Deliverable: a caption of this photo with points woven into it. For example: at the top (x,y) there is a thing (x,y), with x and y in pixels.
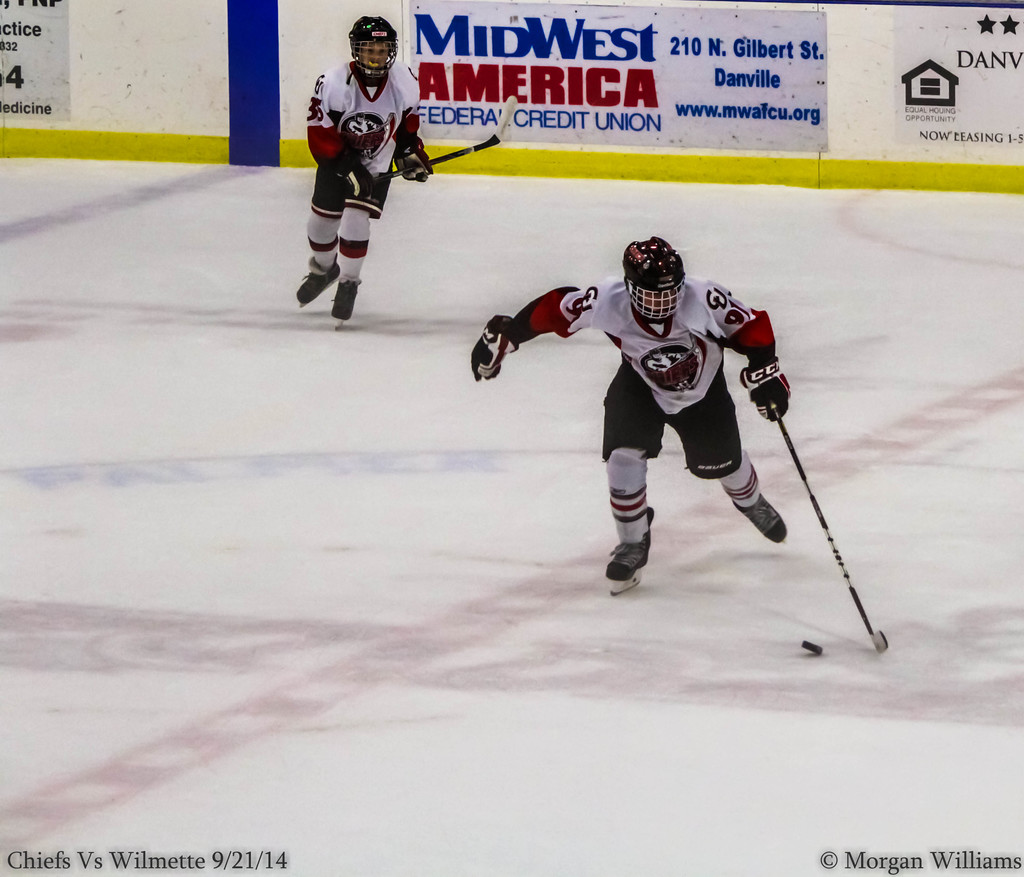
In this image we can see two persons (639,347) wearing similar dress (686,361), helmets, shoes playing hockey holding hockey sticks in their hands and at the background of the image (594,83) there is white color sheet (543,78).
